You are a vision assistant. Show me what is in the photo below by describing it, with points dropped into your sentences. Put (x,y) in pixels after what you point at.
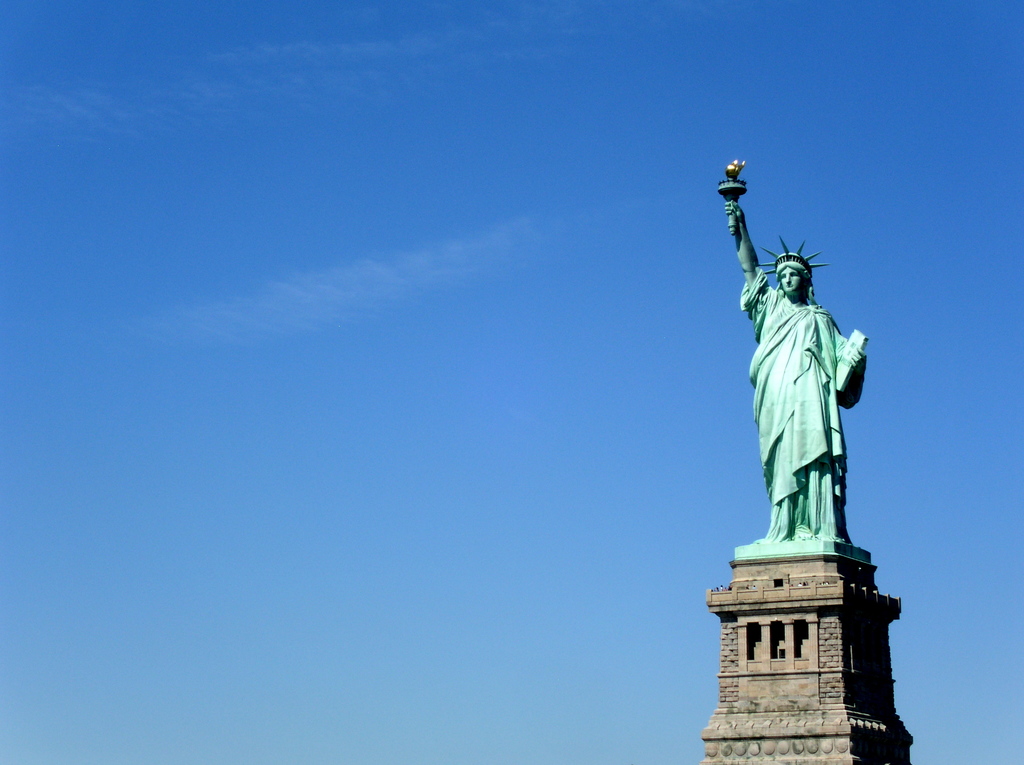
This image is taken outdoors. In the background (415,400) there is a sky (496,306) with clouds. On the right side of the image (802,503) there is a statue of liberty (788,487) on the tower (781,685).
